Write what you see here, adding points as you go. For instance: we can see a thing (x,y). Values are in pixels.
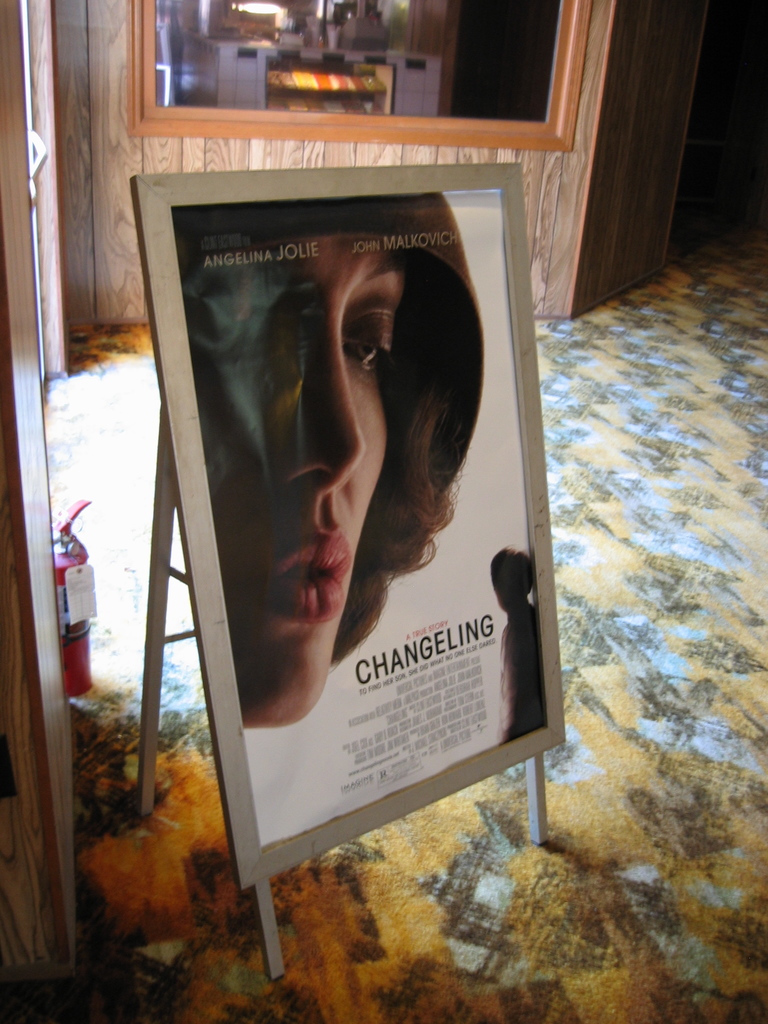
This picture shows a board (349,714) with picture (387,507) and some text (378,730) and we see a fire extinguisher (77,677) and a carpet (387,895) on the floor (455,977) and we see a glass window (408,34) on the back (472,31).
